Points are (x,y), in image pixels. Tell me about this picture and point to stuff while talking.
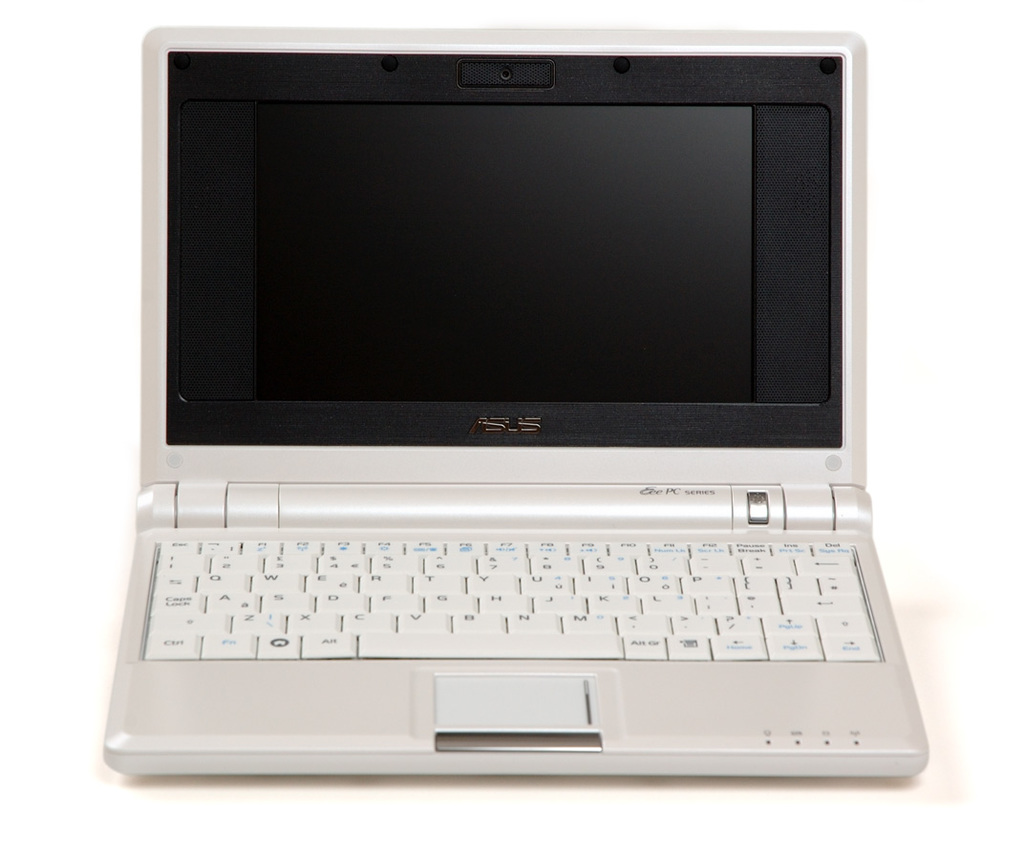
In this image there is a laptop (432,500).
